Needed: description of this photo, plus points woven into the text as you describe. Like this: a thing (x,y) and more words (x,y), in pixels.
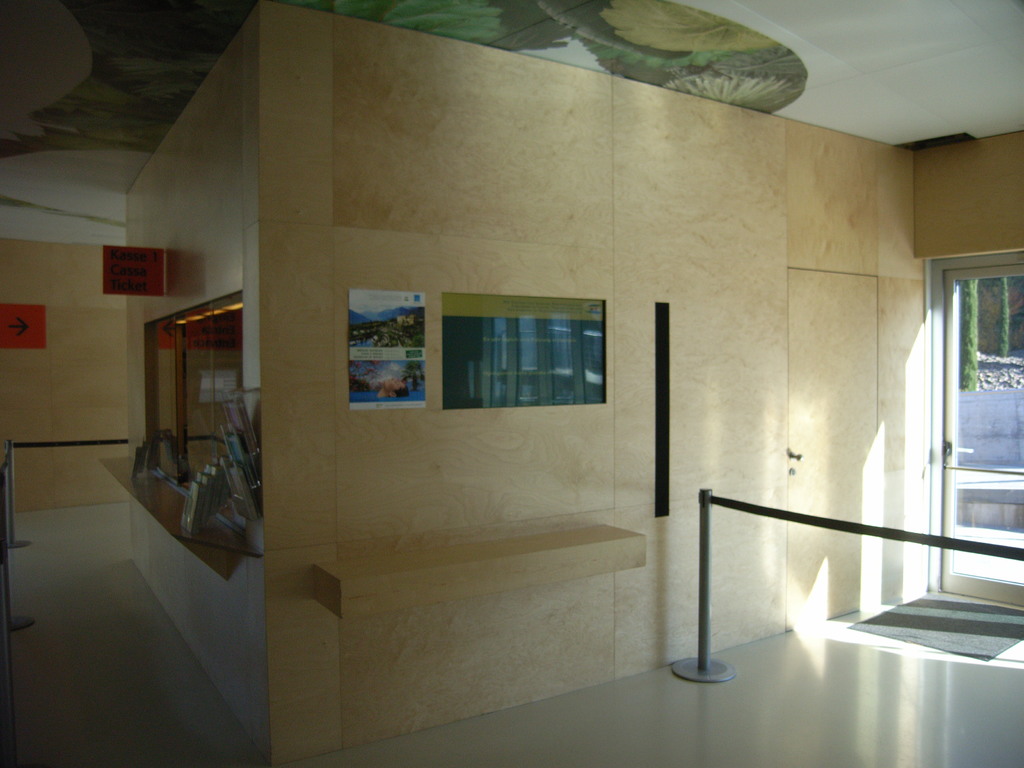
In this picture, we see a wall (269,286) on which a poster (384,363) is pasted. On the right side (709,508), we see a pole (700,647) and beside that, we see a door (846,570) and a doormat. We see a glass window (965,478) from which we can see stones (991,378) and trees (993,288). On the left side (108,253), we see red color boards (33,328). Beside that, we see a glass window (159,423). In the background (48,371), we see the wall (67,334). At the top of the picture (167,44), we see the ceiling (841,96) of the room (497,333).
